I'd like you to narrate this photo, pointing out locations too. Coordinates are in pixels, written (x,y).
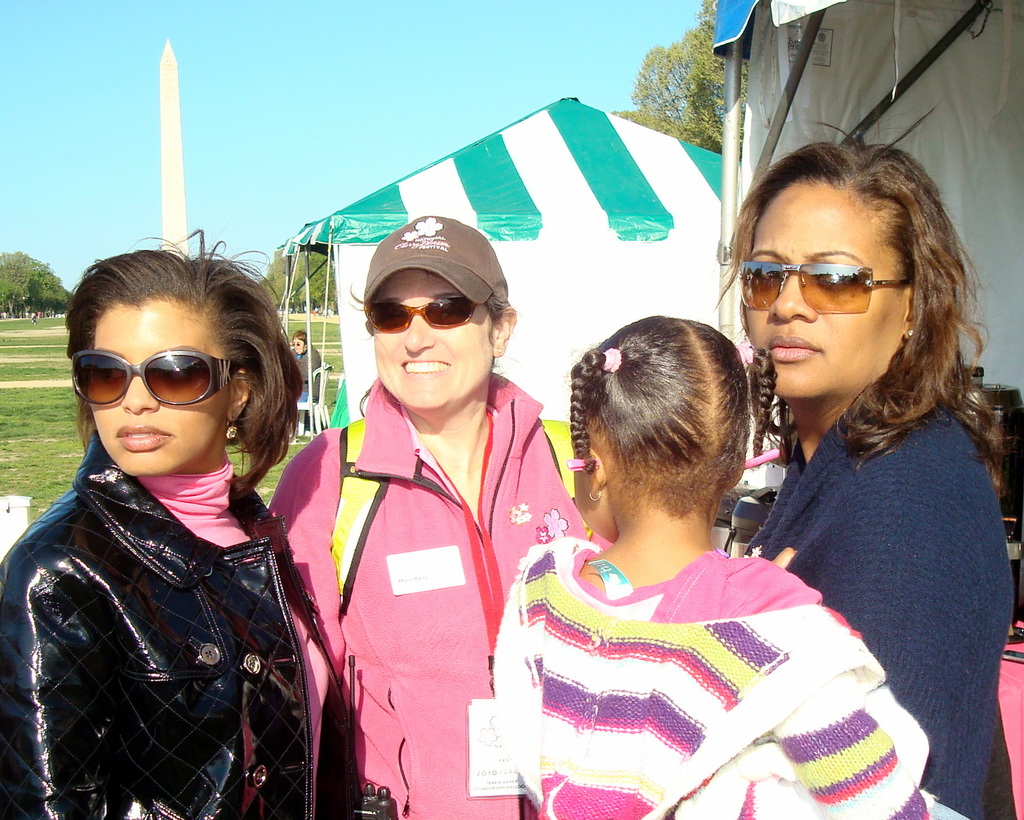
In this image there are three women (805,327) wearing glasses (831,283) and one woman (776,306) holding a girl (715,634). In the background (684,206) there are tents (620,197) for shelter and there are trees (700,96). There is also a person (316,378) sitting on the chair (323,421). White pole (178,170) and grass (52,406) is visible. At the top (345,95) there is sky (360,78).
